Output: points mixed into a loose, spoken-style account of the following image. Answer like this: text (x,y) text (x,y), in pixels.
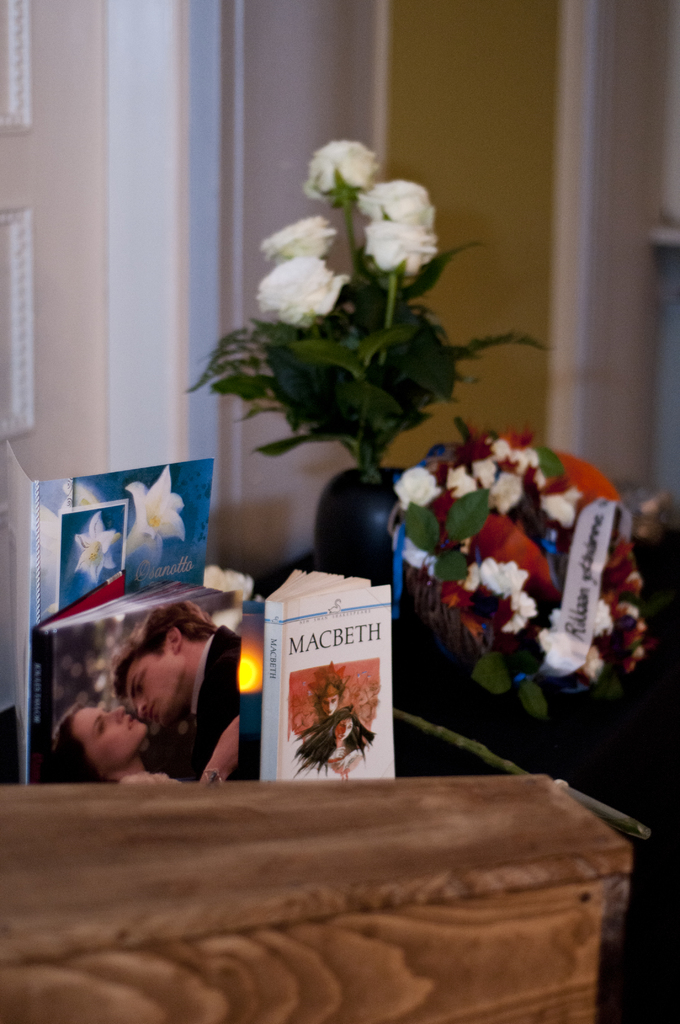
There are some books (296,681) on the left side of this image (215,580) and there are some plants (400,413) with flowers (488,520) on the right side of this image (489,535), and there is a wall (175,306) in the background (460,308).
